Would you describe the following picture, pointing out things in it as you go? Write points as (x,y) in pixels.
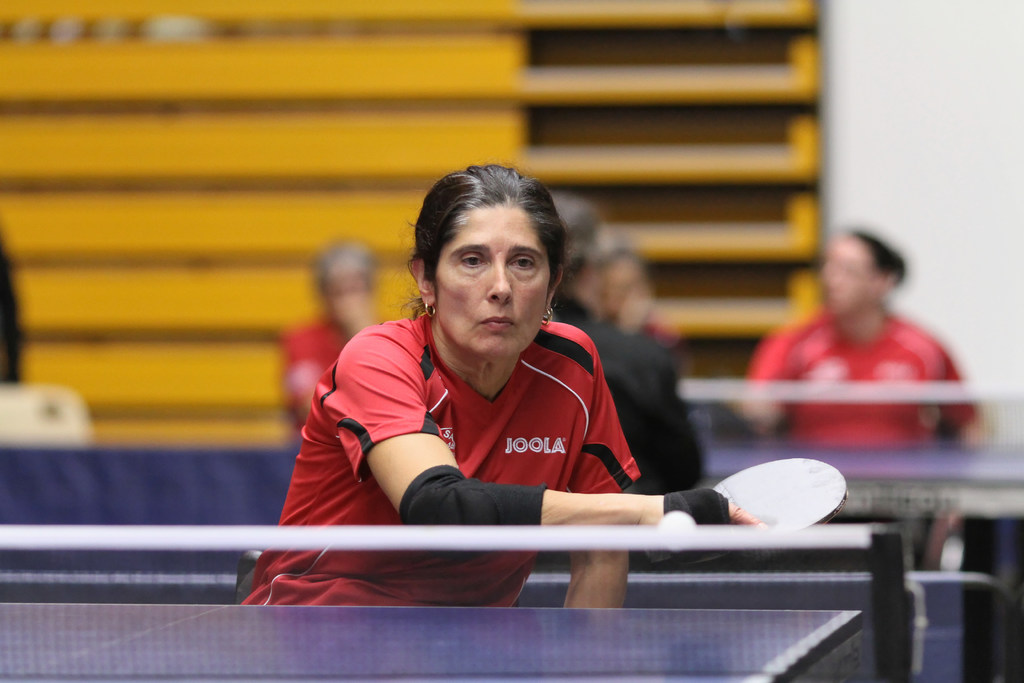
This picture shows a woman (594,599) playing table tennis and we see few people (842,300) on back of her
